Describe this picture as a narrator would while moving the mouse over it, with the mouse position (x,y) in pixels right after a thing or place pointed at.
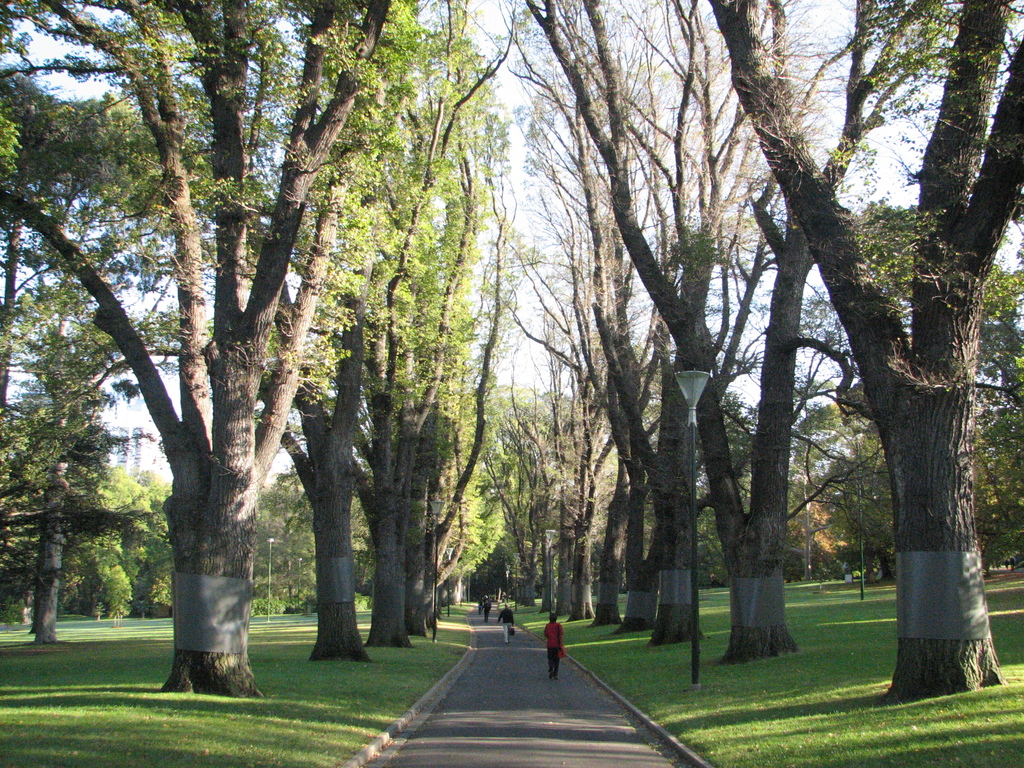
In the image in the center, we can see a few people (491,613) are walking on the road (515,659). In the background (539,594), we can see the sky (22,23), clouds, trees (694,347), poles (705,379) and grass (19,696).
